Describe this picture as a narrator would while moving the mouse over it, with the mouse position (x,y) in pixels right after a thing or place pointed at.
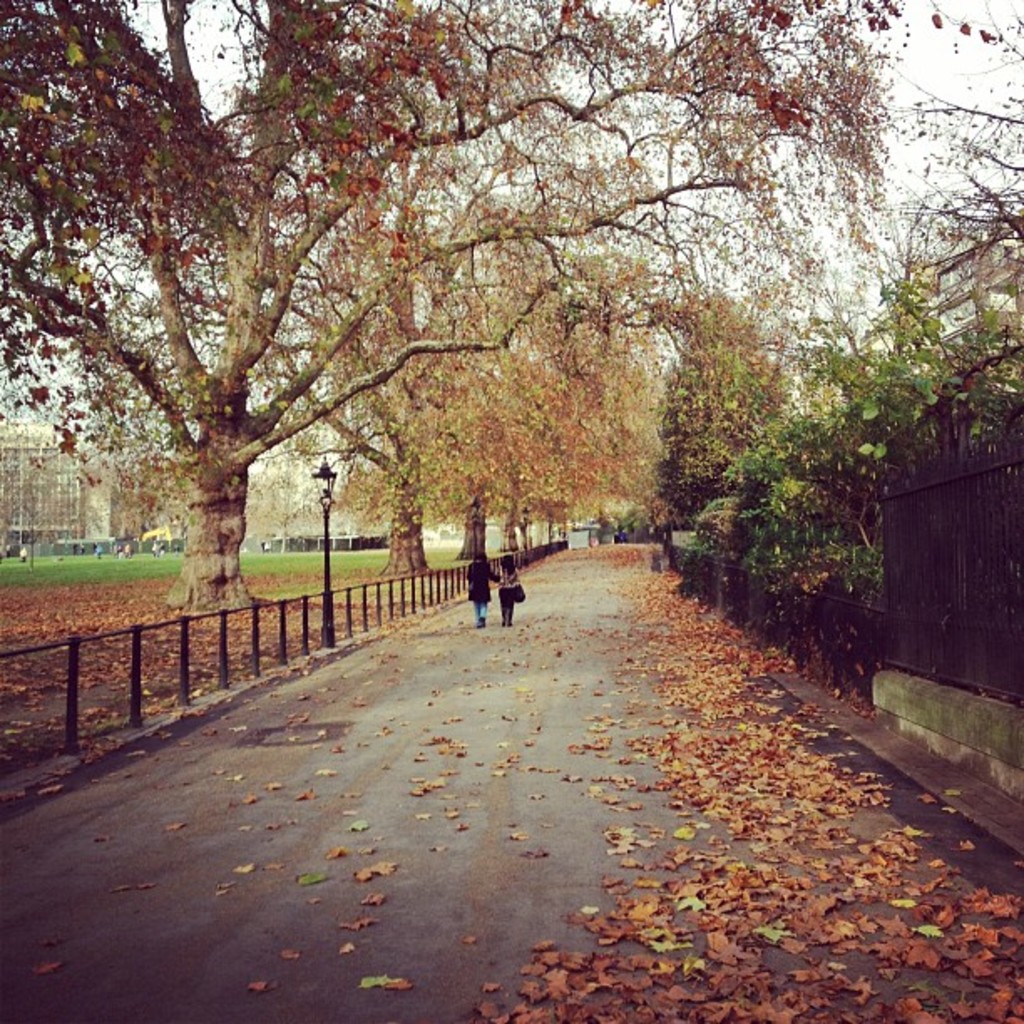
In this image I can see two persons (495,579) walking, a light pole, trees (560,499) in orange color, buildings (262,476) in white color. Background (238,45) I can also see few other persons (154,545) walking and the sky (220,65) is in white color.
